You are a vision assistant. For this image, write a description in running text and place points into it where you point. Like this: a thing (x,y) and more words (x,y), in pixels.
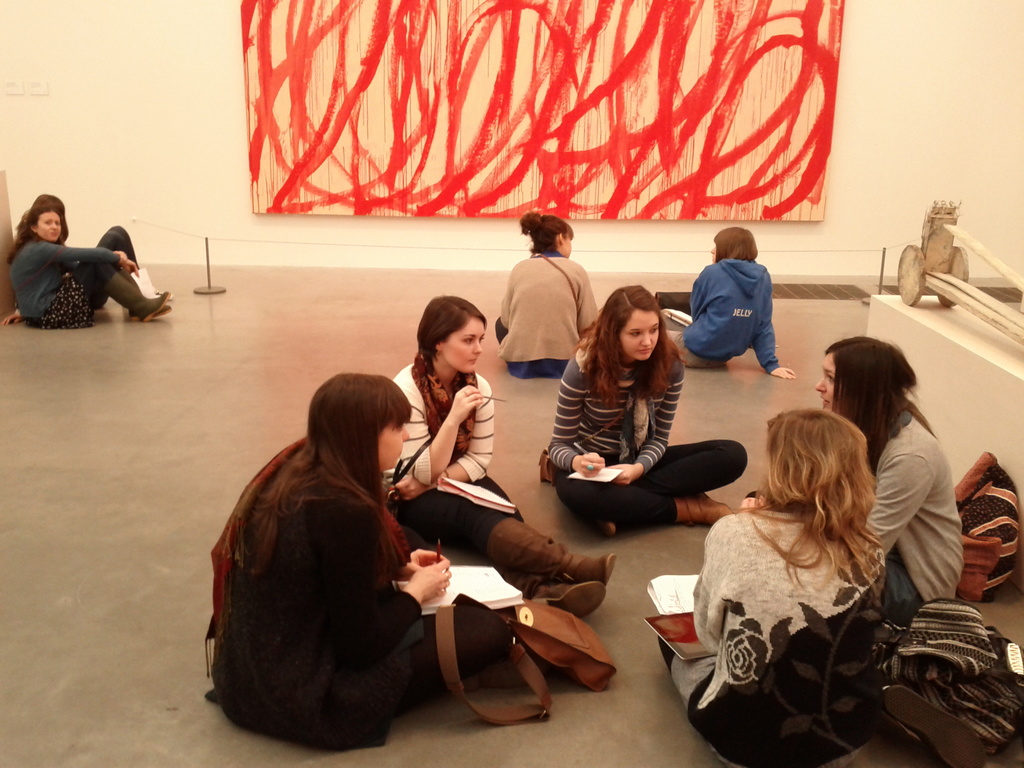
In this image we can see people (422,649) sitting and holding books (477,599). There are bags (583,666) placed on the floor (615,641). In the background (369,114) there is a painting (372,126) and a wall (856,60).
